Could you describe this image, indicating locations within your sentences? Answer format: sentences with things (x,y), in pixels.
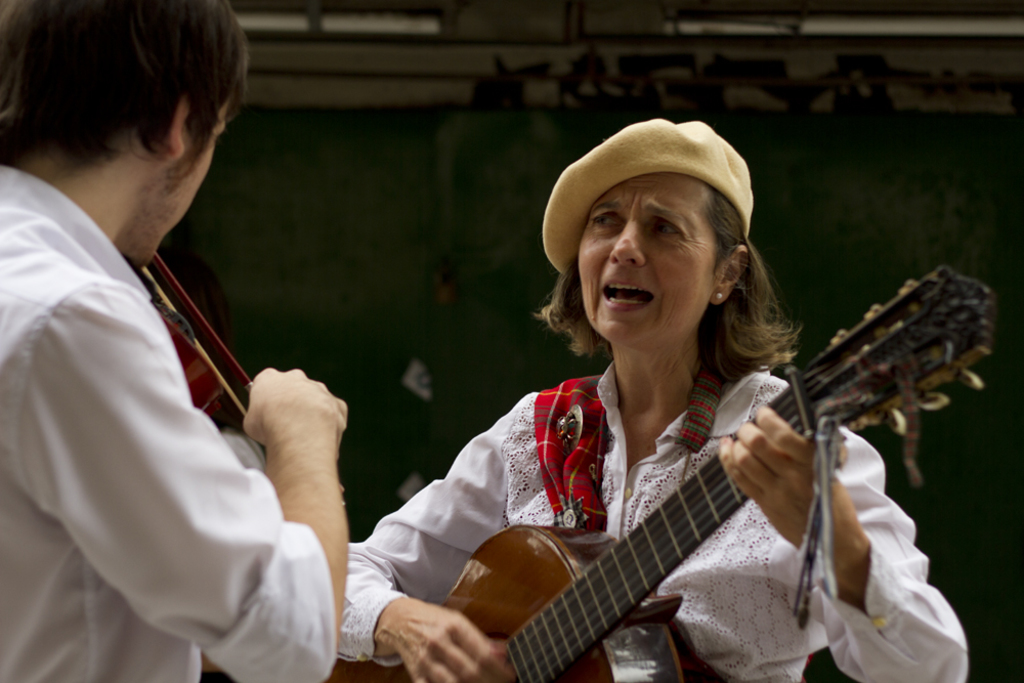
This is the woman (648,414) standing and singing song. She wore a cap (576,196), white dress (545,496) and playing guitar (600,607). This is the man (123,334) standing and playing violin (203,366). Background (368,243) looks like green color.
